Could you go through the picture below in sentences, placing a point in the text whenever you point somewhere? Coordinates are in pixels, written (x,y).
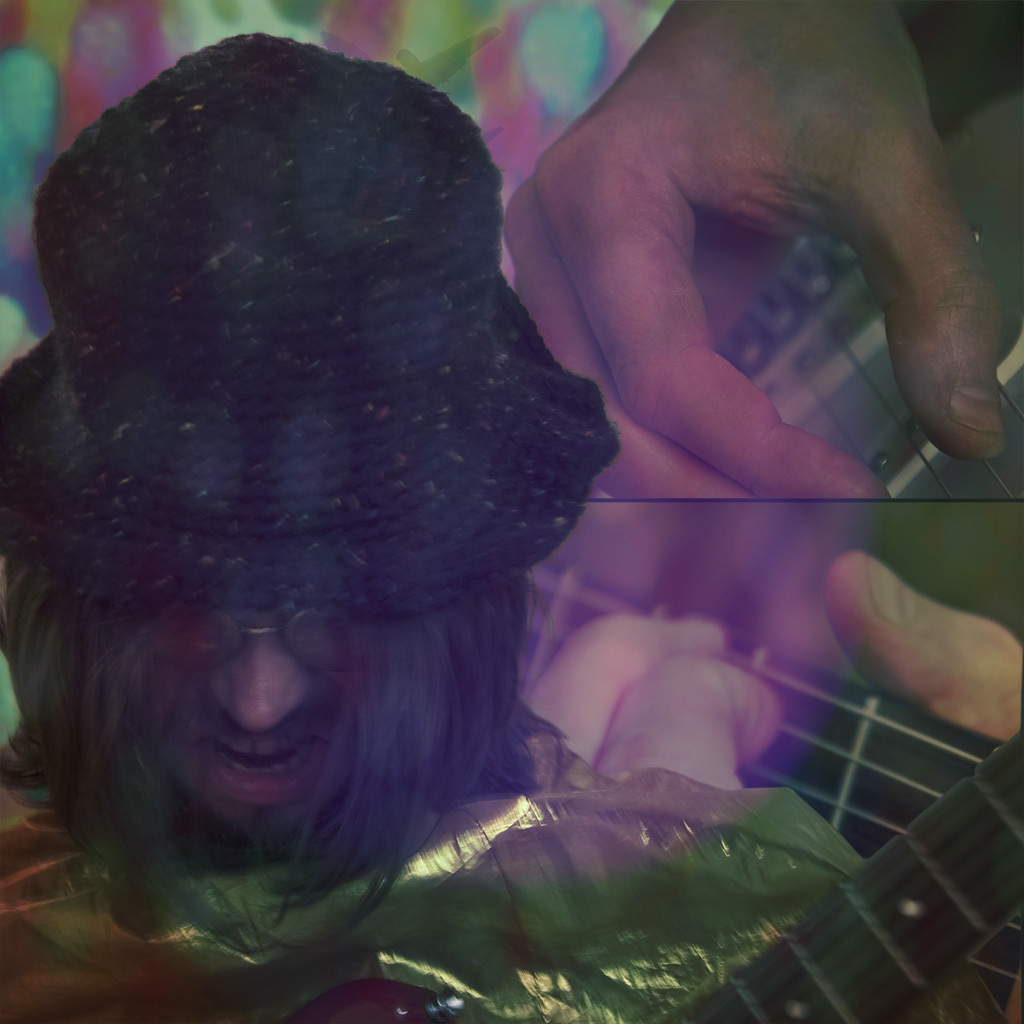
This is an edited image and in this picture we can see a cover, guitars (784,347), persons hands (702,111) and a man (369,646) wore a spectacle (218,635), cap (248,398).
